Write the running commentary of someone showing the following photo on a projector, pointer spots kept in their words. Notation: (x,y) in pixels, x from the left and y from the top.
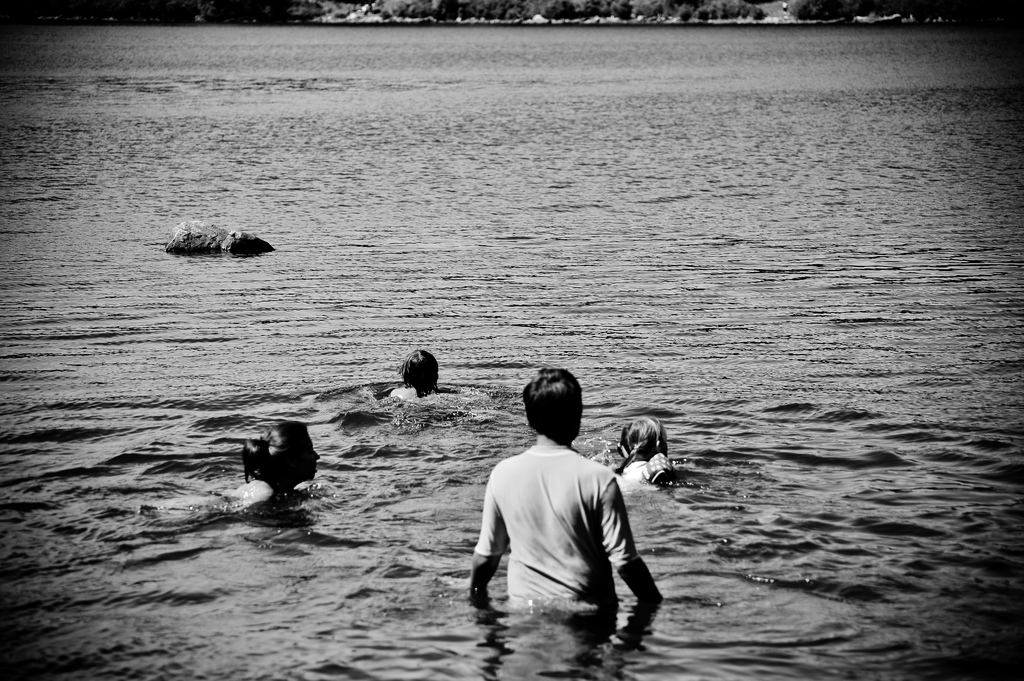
It is the black and white image in which there are few people (279,497) swimming in the water (451,451).
